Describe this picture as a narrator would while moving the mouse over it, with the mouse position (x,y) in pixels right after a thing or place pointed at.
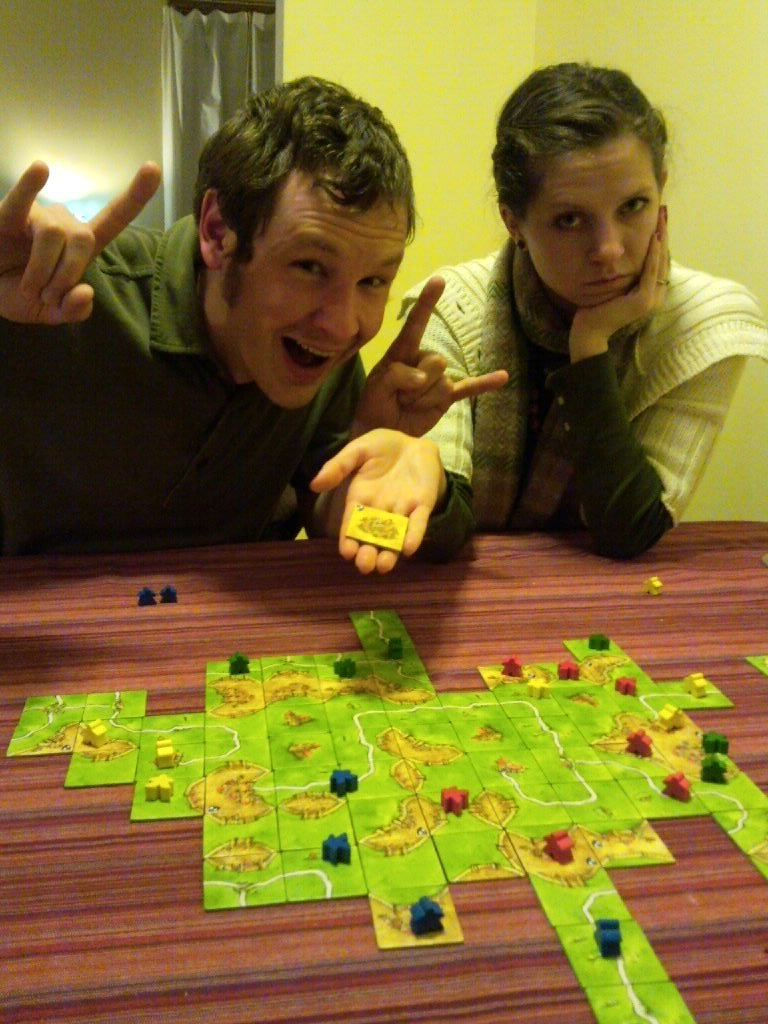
In this picture I can see a man (345,315) and a woman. The man (306,409) is smiling and the man (300,361) is holding an object (389,523) in the hand (411,501). On the table (337,539) I can see some objects (486,808). In the background (394,118) I can see a wall (407,129) and light (79,192).
